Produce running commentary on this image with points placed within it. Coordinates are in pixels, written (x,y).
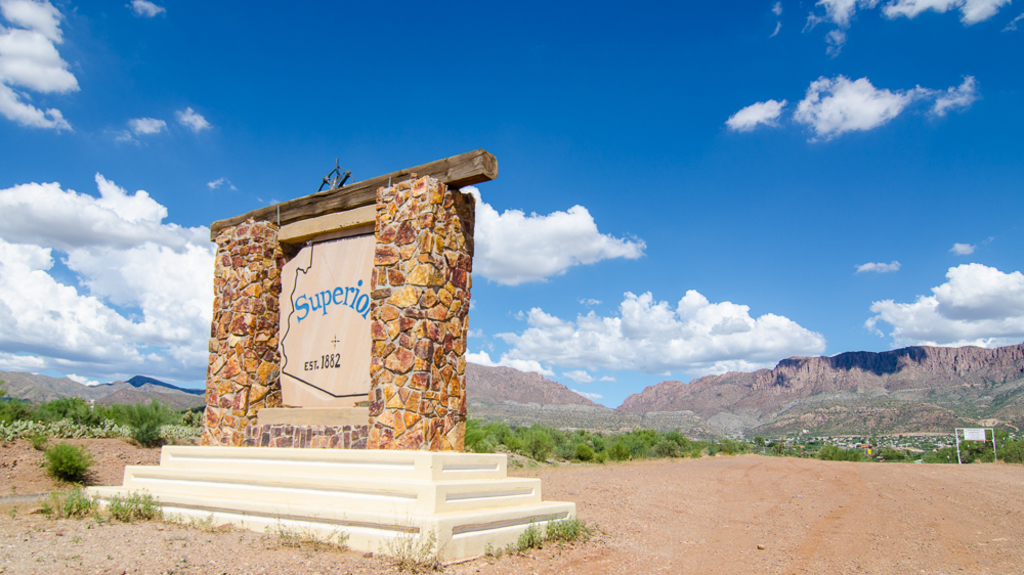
In the foreground (257,243) I can see a memorial (302,466), grass (89,515), plants (76,486), trees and metal rods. In the background (842,418) I can see houses (779,442), mountains (670,405) and the sky (284,106). This image is taken may be during a day.
